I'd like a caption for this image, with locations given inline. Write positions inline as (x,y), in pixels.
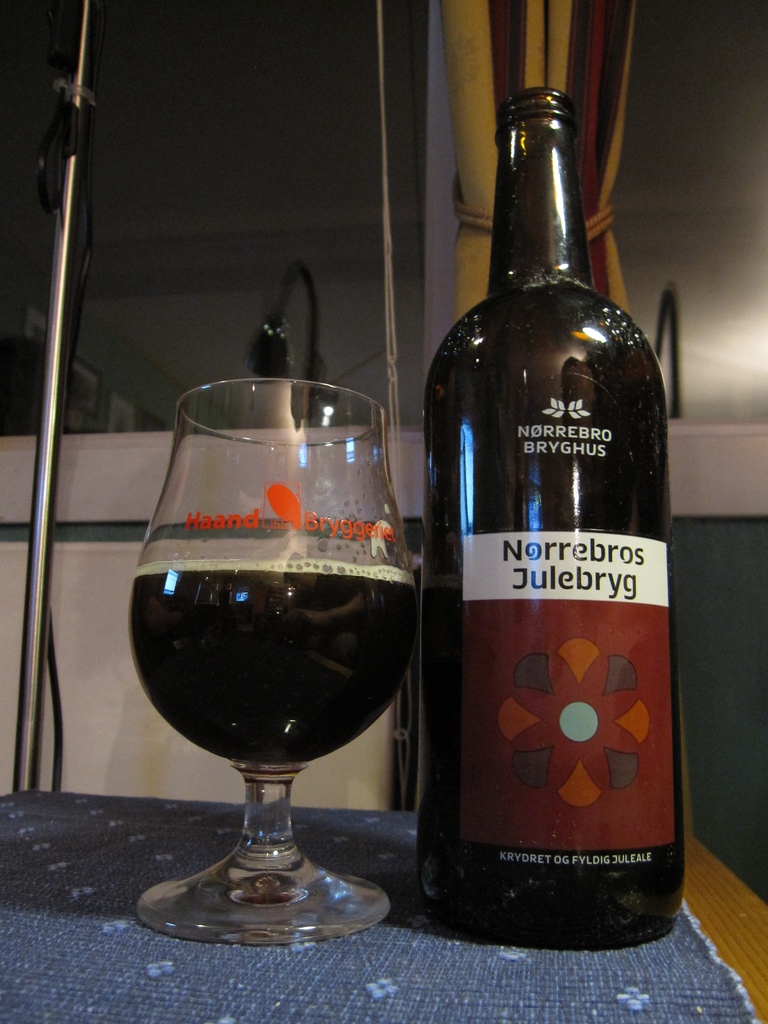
On the left side (214,529), there is a glass (261,714) filled with drink (268,715) on the cloth (299,957). Beside this glass (331,630), there is a bottle (506,675). This cloth (399,959) is on a wooden table (736,950). In the background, there is a pole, a curtain (621,121) and there are two glass windows (308,91).
